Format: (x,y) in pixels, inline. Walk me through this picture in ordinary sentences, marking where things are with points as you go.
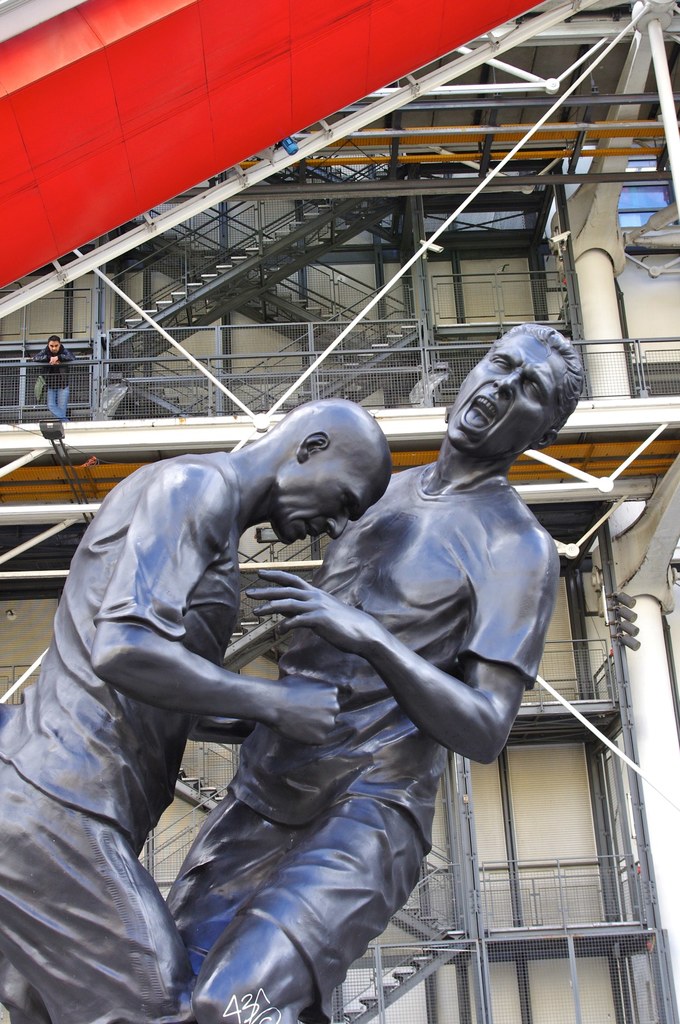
This image consists of statues (364,782) of two men (274,723). In the background (323,256), there is a building (490,155) along with stairs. And a man (60,378) is standing near the railing (62,379).
